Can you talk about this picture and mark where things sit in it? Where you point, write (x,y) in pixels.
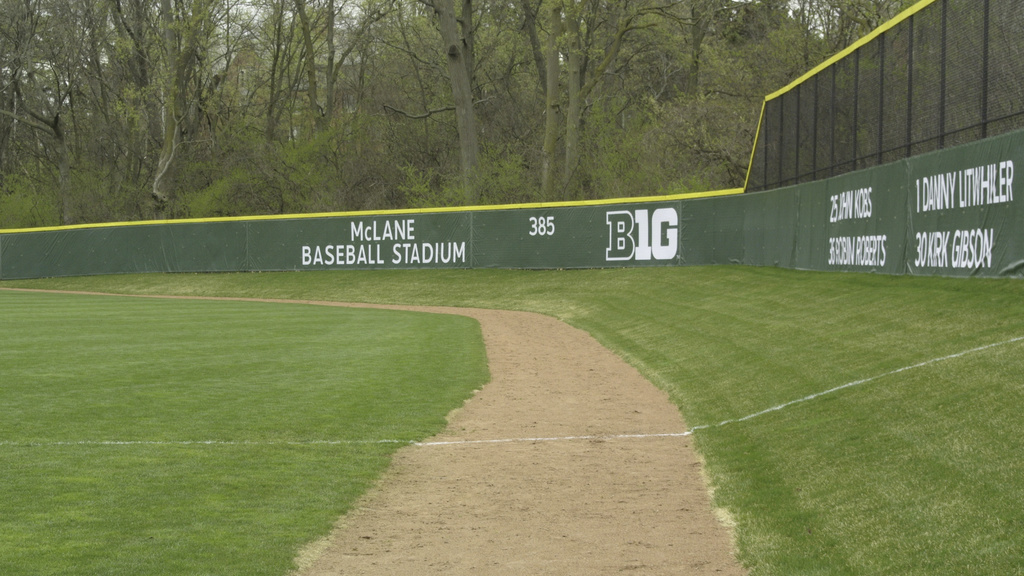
In this image I can see the grass (255,445), a road (457,565) and a fence (702,235). On the fence (708,221) I can see something written on it. In the background (353,91) I can see trees (303,94).
